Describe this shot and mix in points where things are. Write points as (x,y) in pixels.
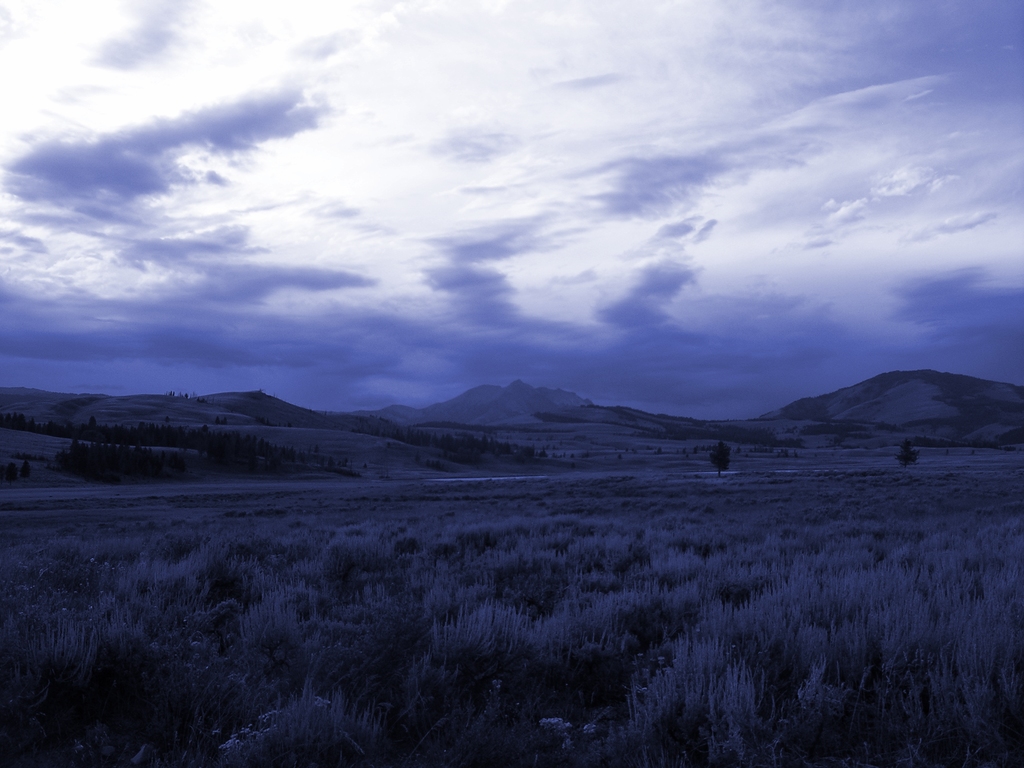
This picture is taken in the dark where we can see the grass (471,618), the road (89,485), hills (385,435) and the sky (309,393) with clouds (486,381) in the background (309,223).
